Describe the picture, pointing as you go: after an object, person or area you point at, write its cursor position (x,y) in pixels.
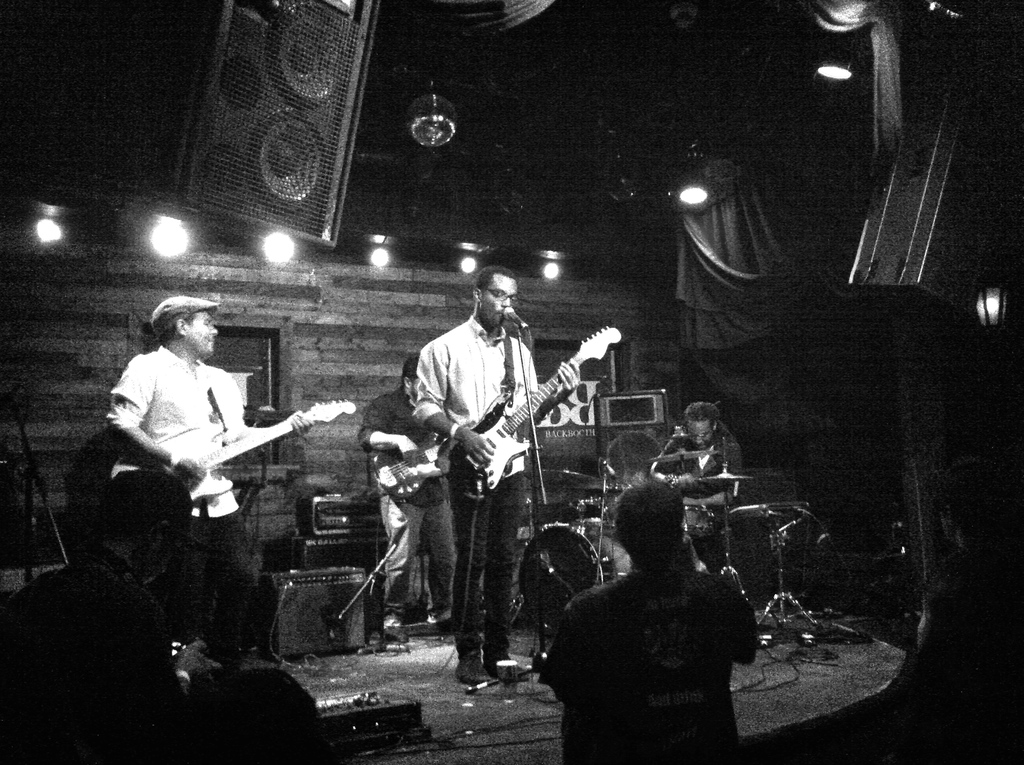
in this background (407,581) there could be a some persons (681,483) and some persons (250,593) are playing the guitar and some persons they are playing drums (734,548) and one person (653,609) he is clicking the pictures and the stage (453,690) is full of instruments (709,524) and the background (809,204) is very dark.
